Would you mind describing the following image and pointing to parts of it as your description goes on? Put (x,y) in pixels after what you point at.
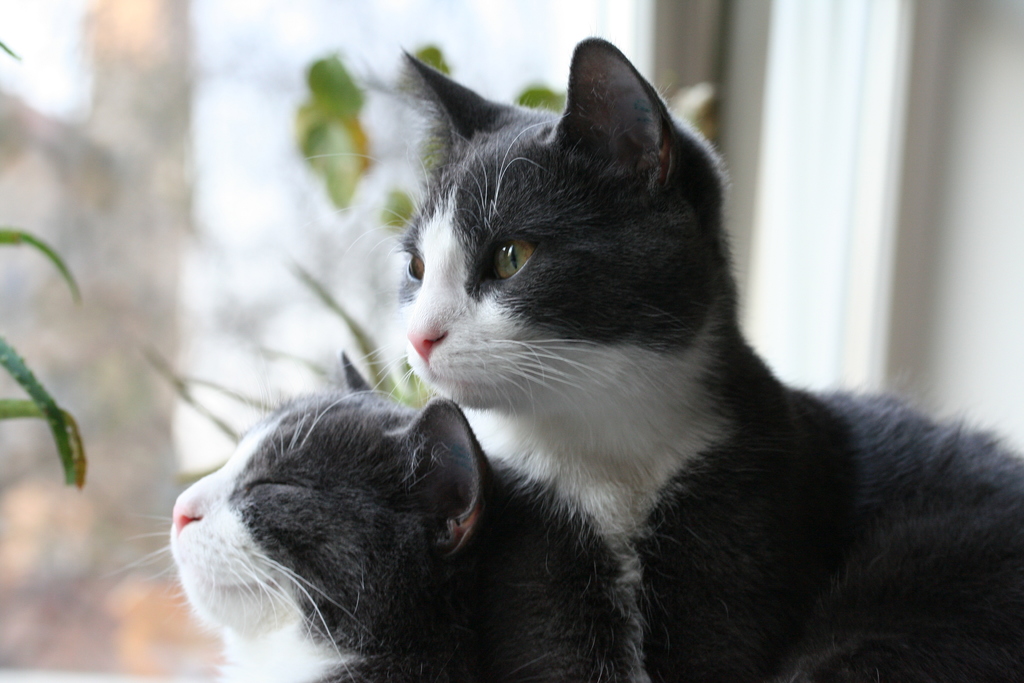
In the image we can see there are two cats (484,484) sitting and they are in black and white colour. Behind there are plants (349,126) and the image is little blurry at the back (177,251).
